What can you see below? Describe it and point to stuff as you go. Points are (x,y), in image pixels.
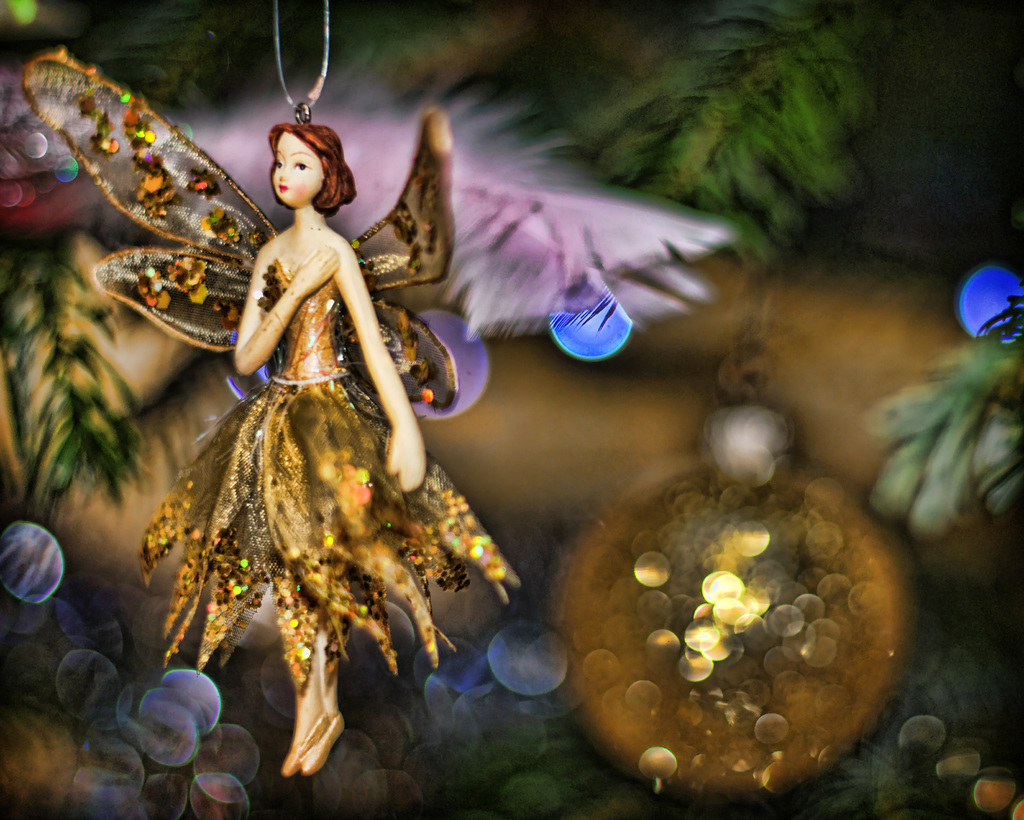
In this image, this looks like a pendant (254,247) of an angel (248,226), which is hanging to the chain (279,27). The background (736,104) looks colorful.
